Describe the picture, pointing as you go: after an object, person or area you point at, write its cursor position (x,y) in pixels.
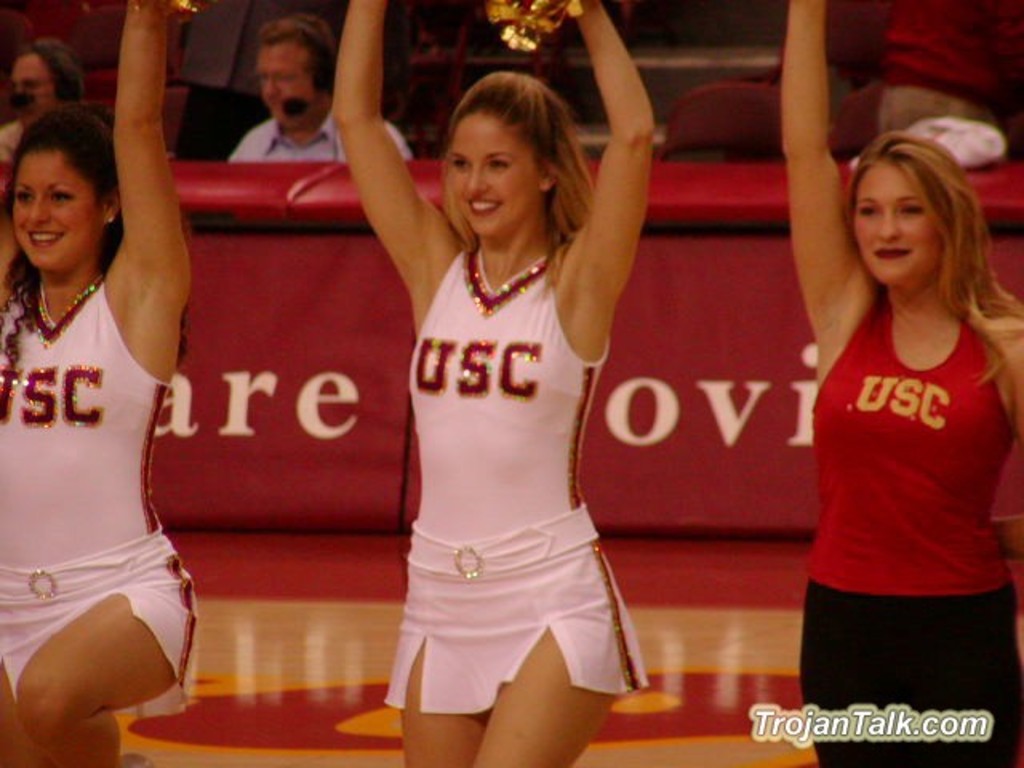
In this image we can see three cheer girls (827,455) dancing and smiling. In the background (266,570) we can see the floor (350,549) and two persons (274,97) sitting on the chairs (172,113) in front of the red color table (648,333). In the bottom right corner (863,720) we can see the text (862,730).
